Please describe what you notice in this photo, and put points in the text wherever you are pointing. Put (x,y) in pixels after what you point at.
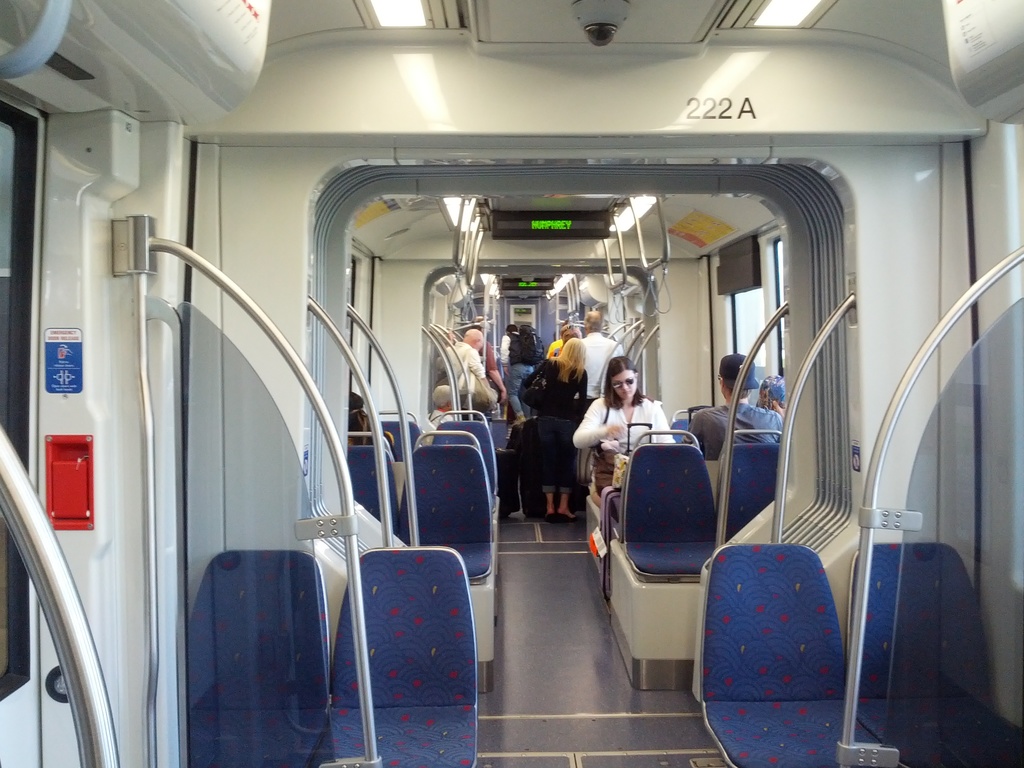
In this image, we can see the interior view of a vehicle (137,764). We can see some people (564,460) and poles (143,299). We can see a red colored object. We can see some chairs (376,722) and the ground (554,703). We can also see some posters (703,234) and screens (575,237). We can see the roof (595,111) with some lights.
